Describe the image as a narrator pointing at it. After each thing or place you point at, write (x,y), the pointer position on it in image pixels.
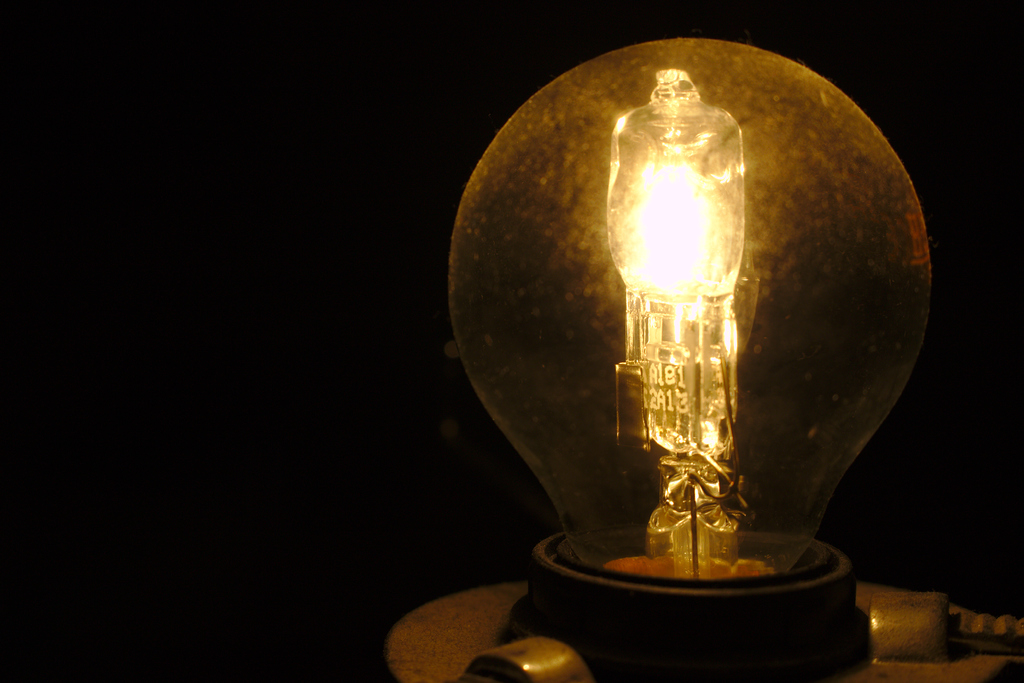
In this picture I can see a bulb (697,428) and I can see dark background (423,321).
